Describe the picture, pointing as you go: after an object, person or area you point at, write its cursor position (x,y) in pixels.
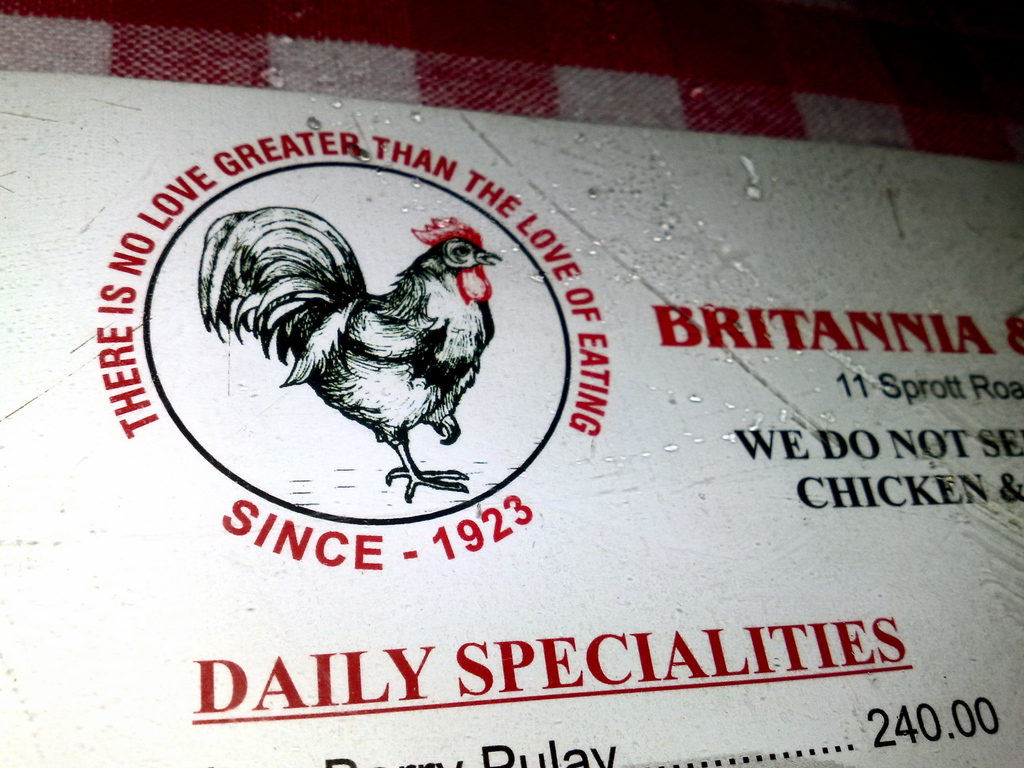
In this picture, it seems like a board (306,285) on which there is a logo (524,464) and text (468,546).
